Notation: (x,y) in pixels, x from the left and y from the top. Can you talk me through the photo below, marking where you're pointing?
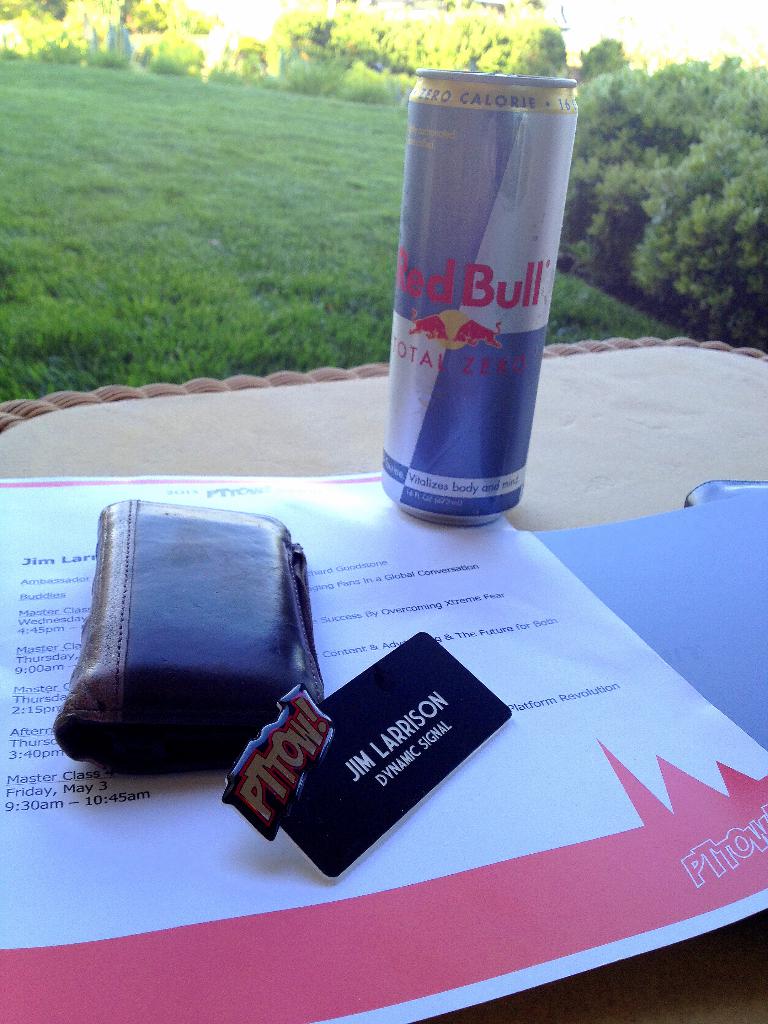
In this image I can see a tin (475,261), a wallet (224,763), few papers (363,875) on the cream color surface (290,437). Background (177,260) I can see trees (763,166) and grass (183,229) in green color.
